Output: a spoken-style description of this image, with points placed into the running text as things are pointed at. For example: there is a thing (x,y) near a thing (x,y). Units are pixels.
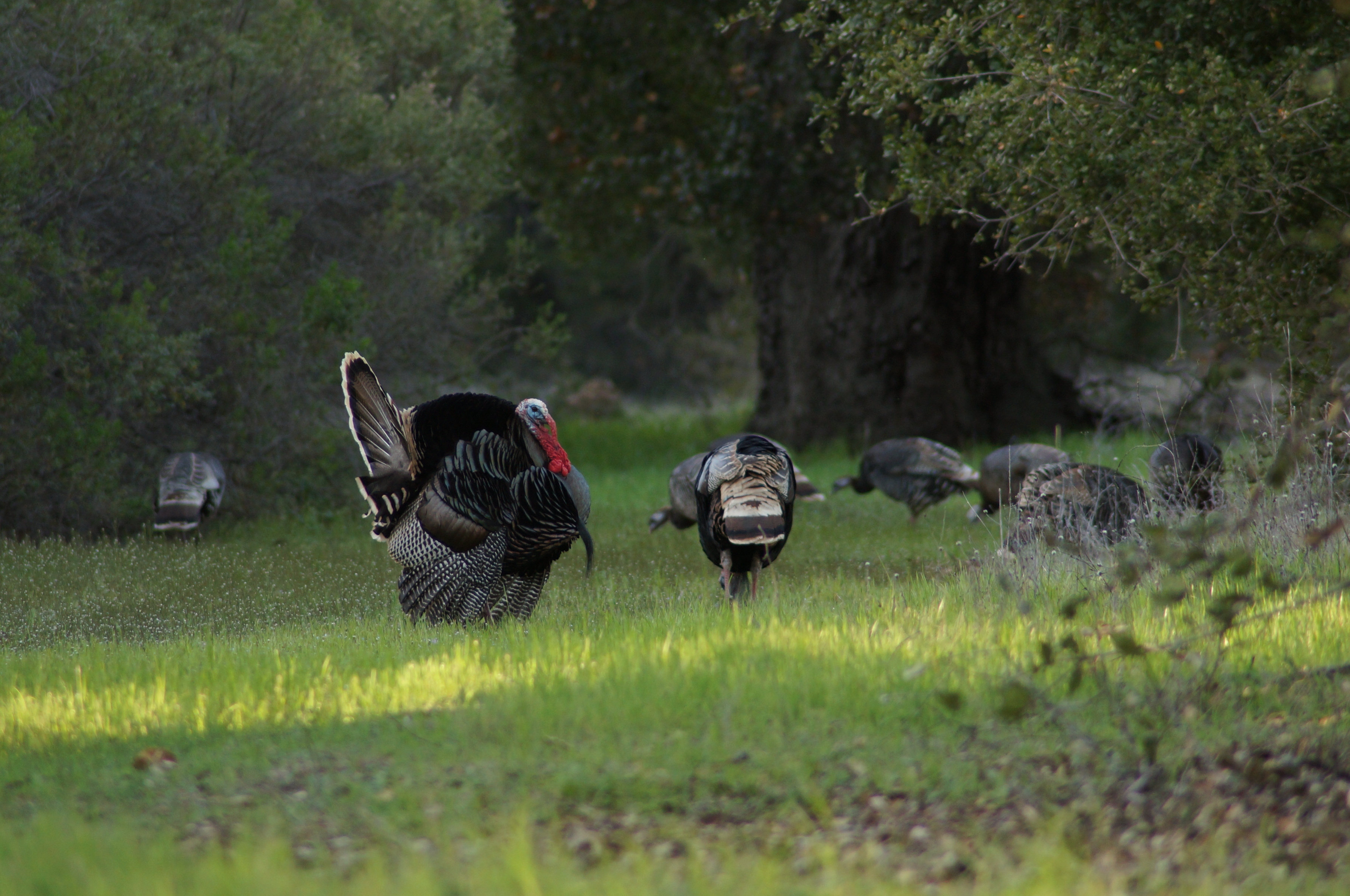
In this picture we can see many turkey (1066,468) standing on the grass (452,672) surrounded by trees (489,295).
